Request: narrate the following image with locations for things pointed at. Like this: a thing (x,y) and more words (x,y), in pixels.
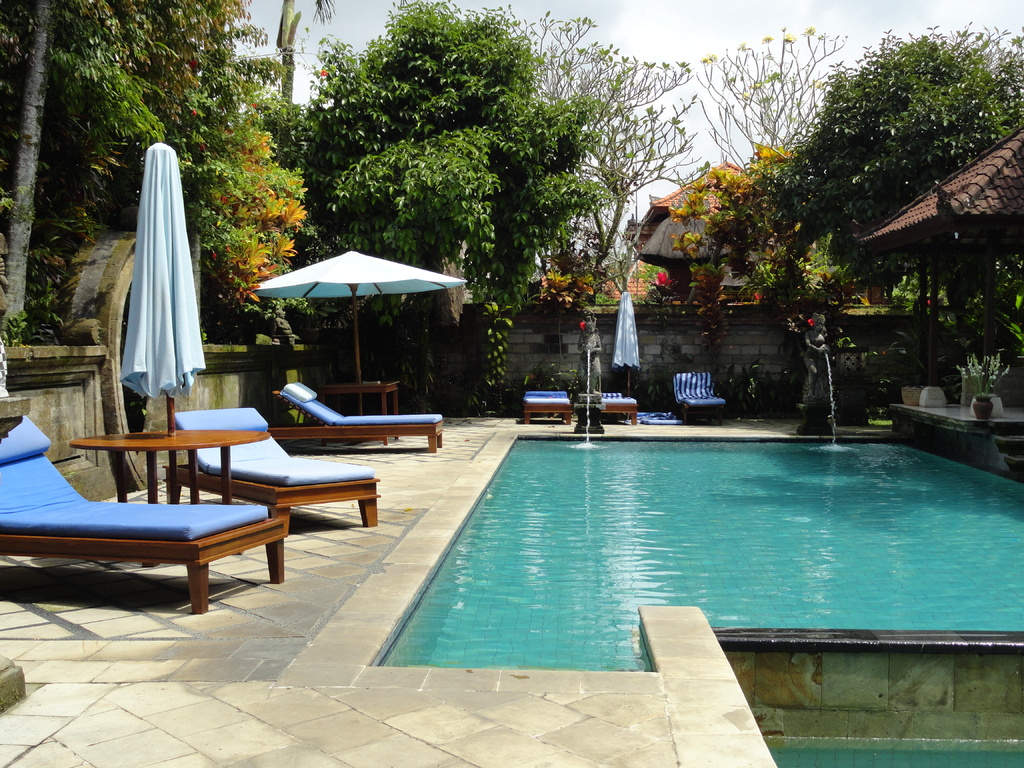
In this image I can see swimming pool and there are some beds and tents (162,254), trees (217,200) visible on the left side (200,200) and there is a tent house (935,261), wall (760,329), sculpture (823,419), beds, house (722,221), plants (717,225) and trees (499,105) in the middle (562,331) and the sky (878,32) at the top (878,9).
